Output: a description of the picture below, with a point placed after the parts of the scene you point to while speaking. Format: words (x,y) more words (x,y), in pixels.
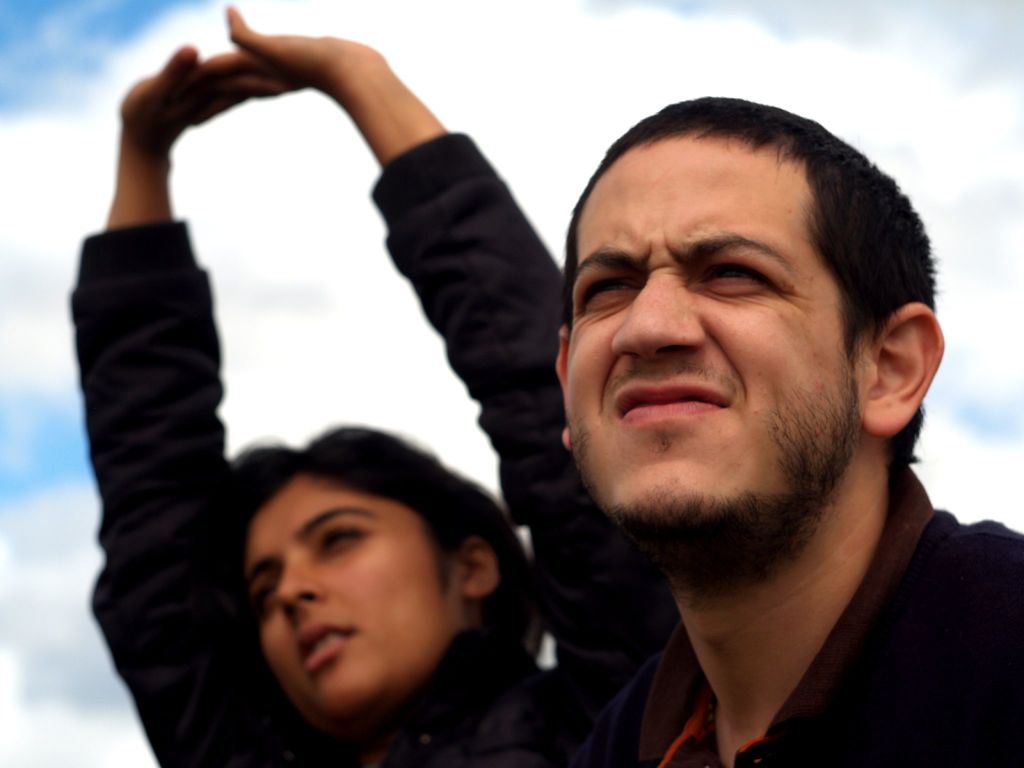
In this image we can see two persons (807,648) wearing dress (819,679). In the background (758,69), we can see the cloudy sky (39,659).
